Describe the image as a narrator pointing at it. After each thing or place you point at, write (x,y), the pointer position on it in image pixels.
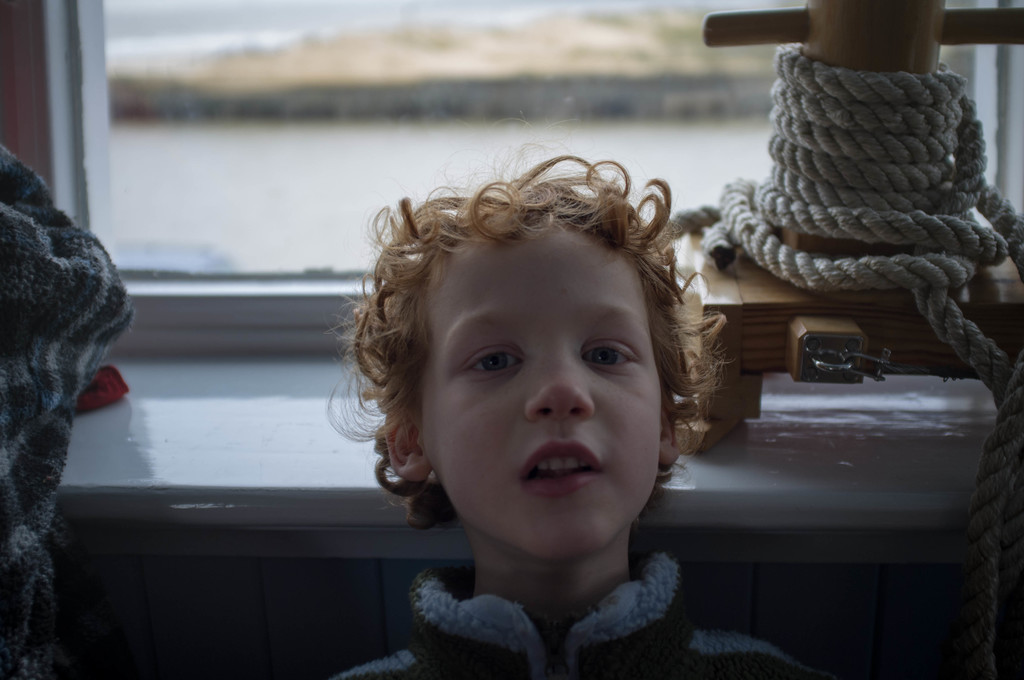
This image is taken indoors. At the bottom of the image (518,540) there is a kid (542,335). In the background (185,429) there is a table (175,400) with a stand (868,336) tied with rope (883,220) on it and there is a window (235,144) and through the window (393,121) we can see a ground (447,90) with grass (682,68) on it.
